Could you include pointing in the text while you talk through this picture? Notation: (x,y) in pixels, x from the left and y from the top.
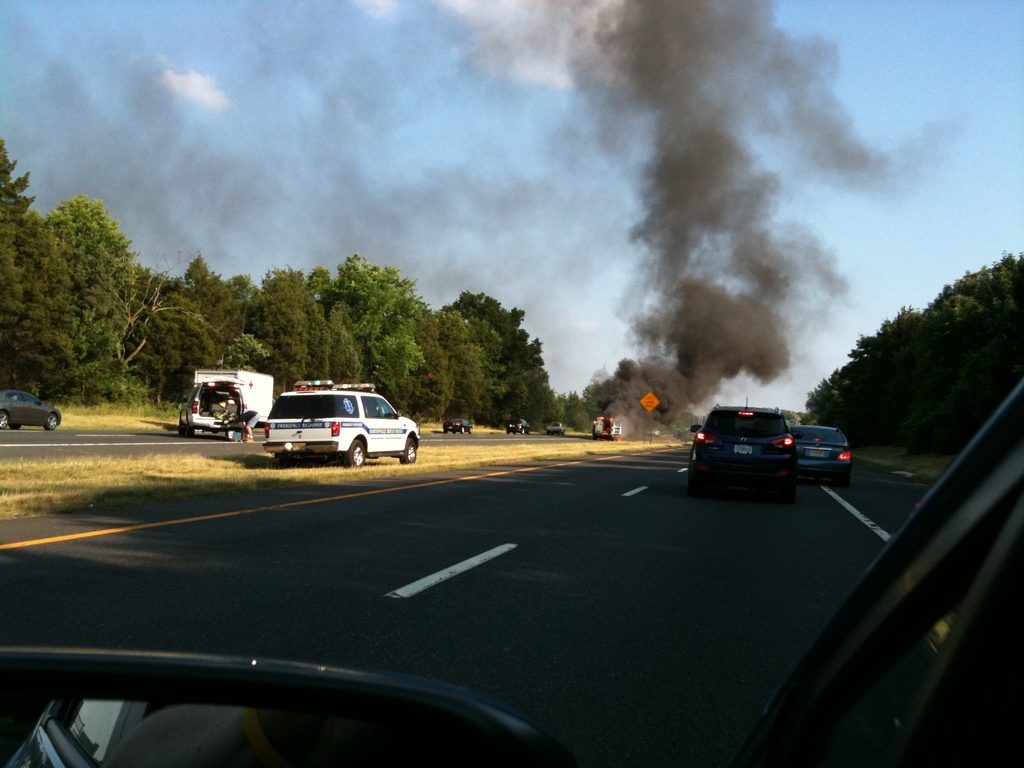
This picture is clicked outside the city. In this picture, we see many vehicles (749,447) are moving on the road (682,500). At the bottom of the picture (219,678), we see the front mirror (441,695) of the vehicle (796,700). There are trees (867,372) on either side of the picture. In the middle of the picture (622,392), we see an orange color board (645,395) and the smoke (664,362) emitted from the vehicles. At the top of the picture (511,127), we see the sky (863,196).
